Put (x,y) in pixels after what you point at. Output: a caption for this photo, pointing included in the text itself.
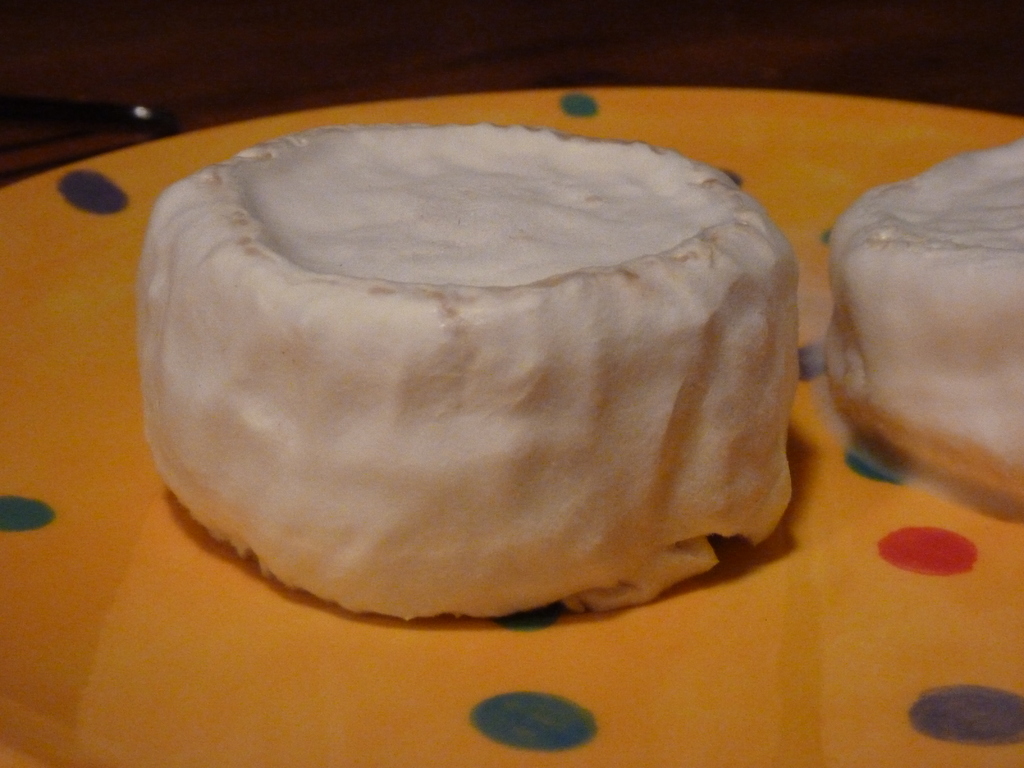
In this image there is some food item (402,363) on a plate (15,676).
